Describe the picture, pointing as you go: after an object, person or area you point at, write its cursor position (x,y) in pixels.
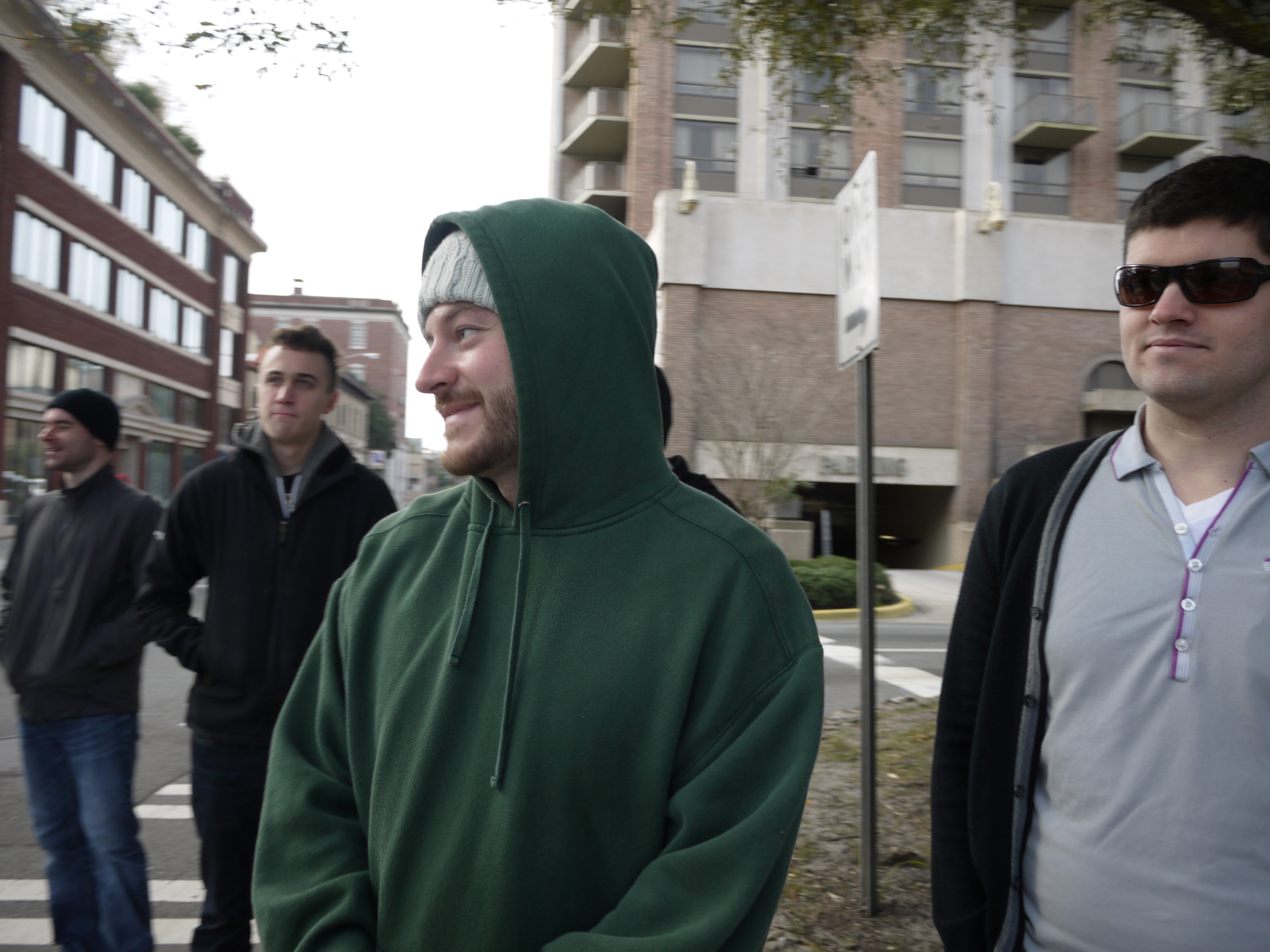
Here I can see four men (568,708) are wearing jackets (412,676), standing on the road (20,931) and most of them are smiling. At the back of these people (784,675) there is a pole (869,390) to which a board (859,257) is attached and this pole (866,401) is placed on the footpath (822,889). In the background (569,189) there are some buildings (710,181). On the top of the image (407,24) I can see the sky (440,141).
